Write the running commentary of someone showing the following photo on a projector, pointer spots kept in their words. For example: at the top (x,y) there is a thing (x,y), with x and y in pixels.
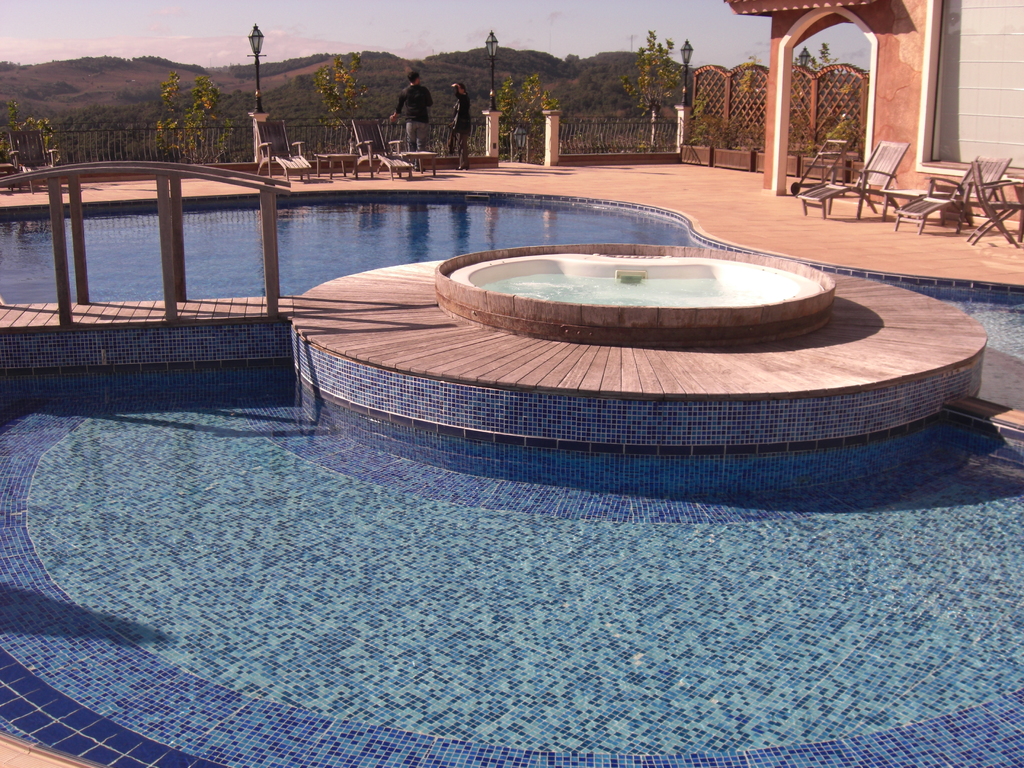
In the foreground of this image (369,643), there is a swimming pool (314,239). Behind it, there are wooden chairs (921,217), people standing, railing (638,123), lamps (685,57) and an arch (782,138). In the background (503,104), there are trees (175,92), slope ground (148,61) and the sky (189,8).
